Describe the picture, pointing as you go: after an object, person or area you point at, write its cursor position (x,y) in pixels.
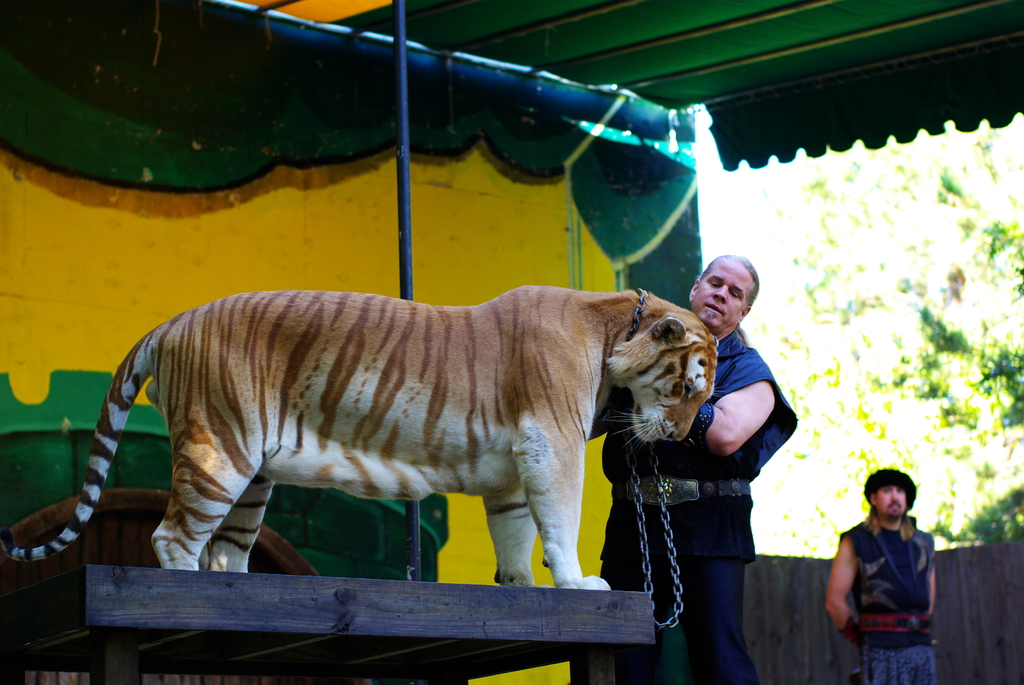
In the image there is a tiger (496,364) on a table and behind the table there is a man (686,560), in the background (866,550) there is another person (848,544) and behind him there is a fencing (974,548), there is a roof (750,85) above the tiger (662,340) and behind the roof (821,129) there are trees (858,248).
